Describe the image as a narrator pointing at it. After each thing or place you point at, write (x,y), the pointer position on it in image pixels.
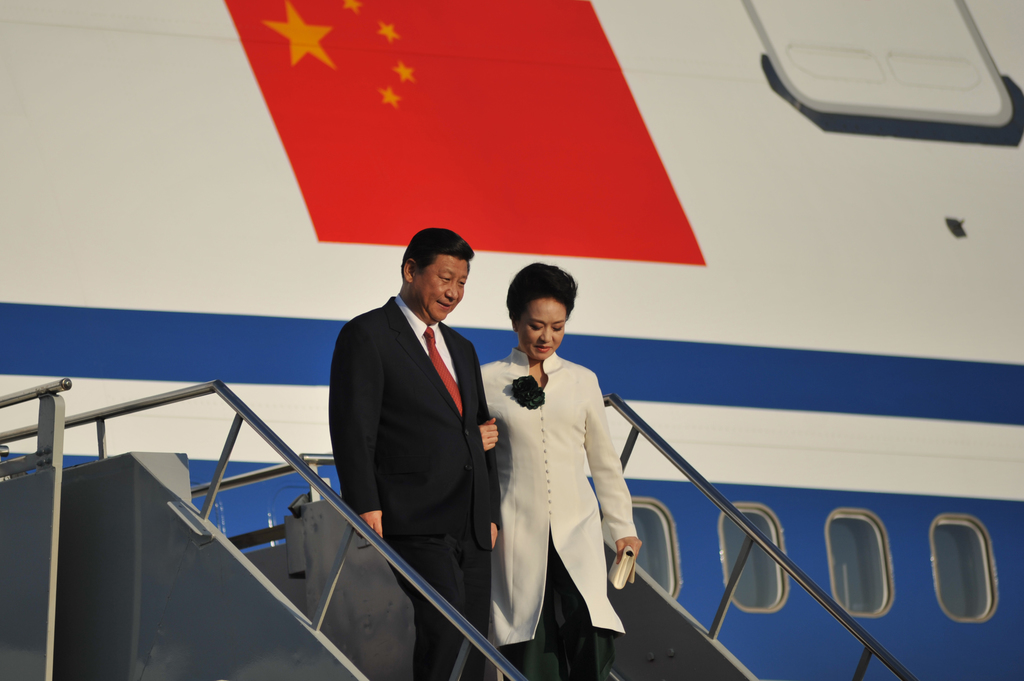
A man (441,402) is walking from the flight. He wore black color coat (443,502), trouser (443,570). Beside him there is a beautiful woman (549,486), she wore coat (551,494) and also holding a purse (629,575) in her left hand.
